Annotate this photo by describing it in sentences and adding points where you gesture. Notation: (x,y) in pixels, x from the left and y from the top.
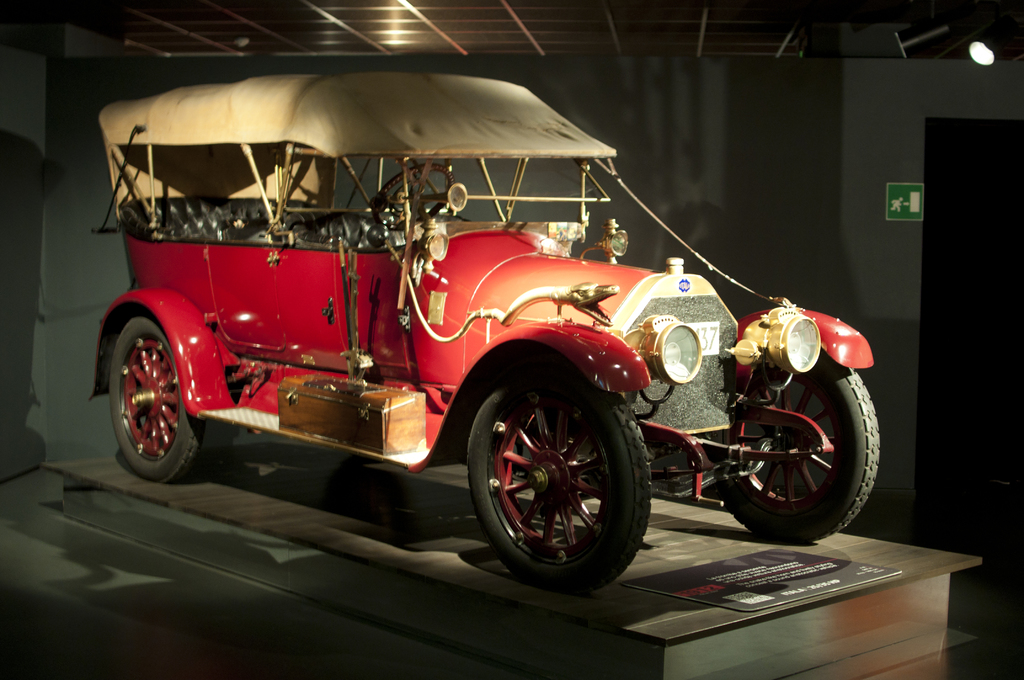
In this image in the center (654,388) there is one vehicle (246,306), at the bottom (464,542) there is floor (44,575) and some board (759,580). On the board (768,580) there is some text (760,571), and in the background (872,179) there is a wall (728,122). At the top (778,55) there is ceiling (619,34), and on the right side (972,44) there is one light (985,47) and a door (973,400).
